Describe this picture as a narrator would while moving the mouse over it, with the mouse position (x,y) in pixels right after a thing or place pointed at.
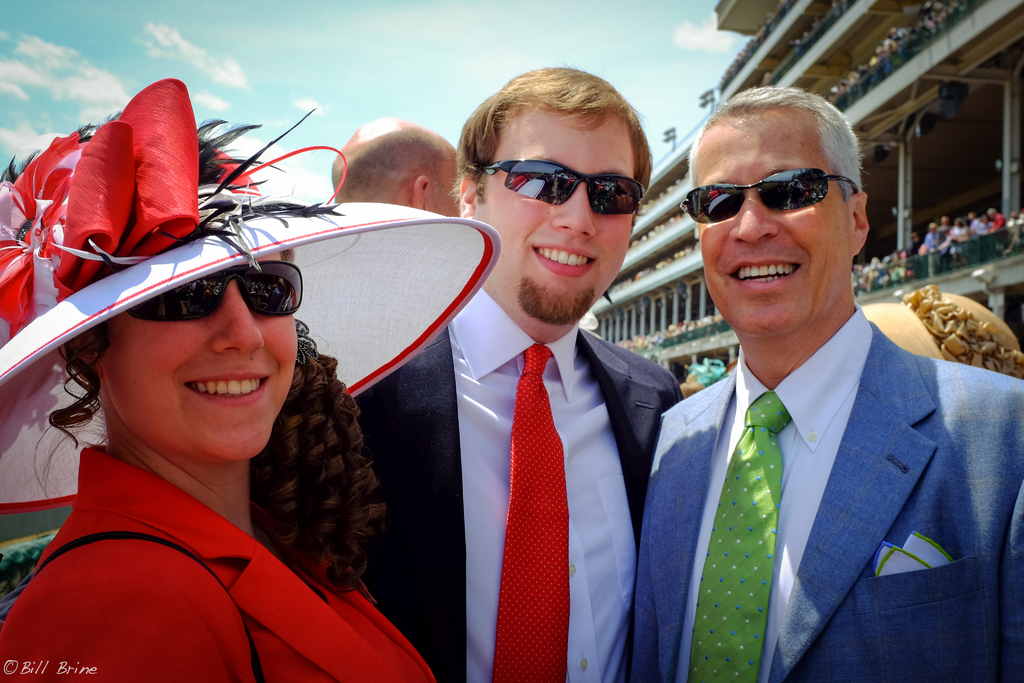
In this image there are group of people (963,494) standing and smiling together in which there is a lady (278,349) wearing hat (80,158), behind them there is a stadium (630,290) with so many people (638,280).
